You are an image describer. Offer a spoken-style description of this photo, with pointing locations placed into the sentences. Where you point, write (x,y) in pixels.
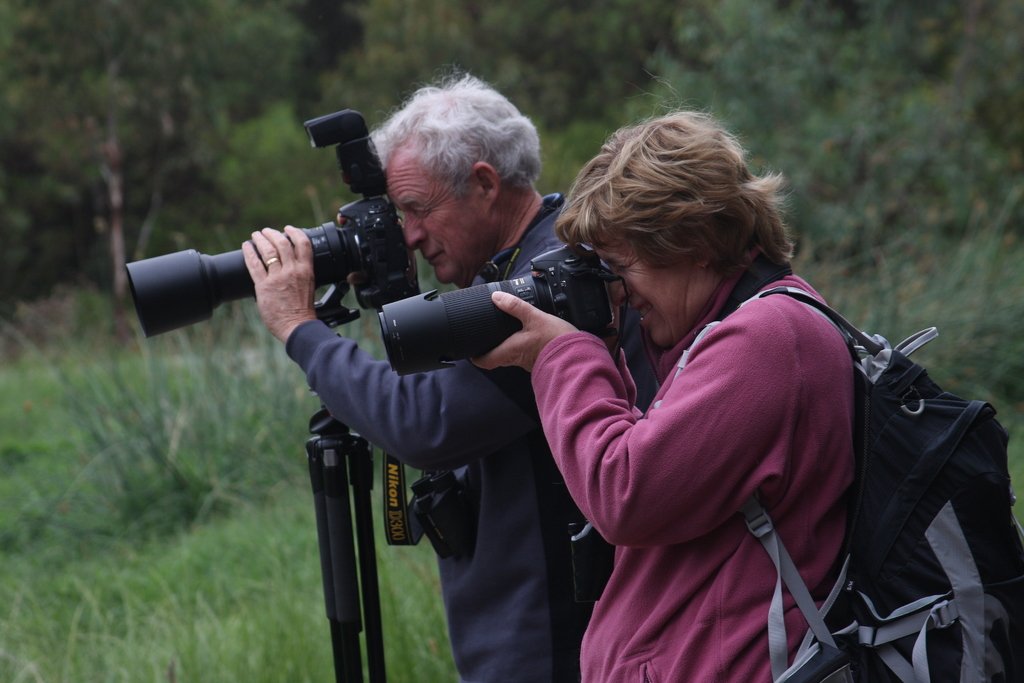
In this image we can see this person (559,359) wearing purple color sweater (755,479) and a backpack (878,486) is holding the camera (507,280) and this person (538,255) wearing a dress (487,501) is holding the camera (373,275) which is kept the tripod stand (349,517). The background of the image (258,332) is blurred, where we can see the grass (386,592) and the trees (791,154).
